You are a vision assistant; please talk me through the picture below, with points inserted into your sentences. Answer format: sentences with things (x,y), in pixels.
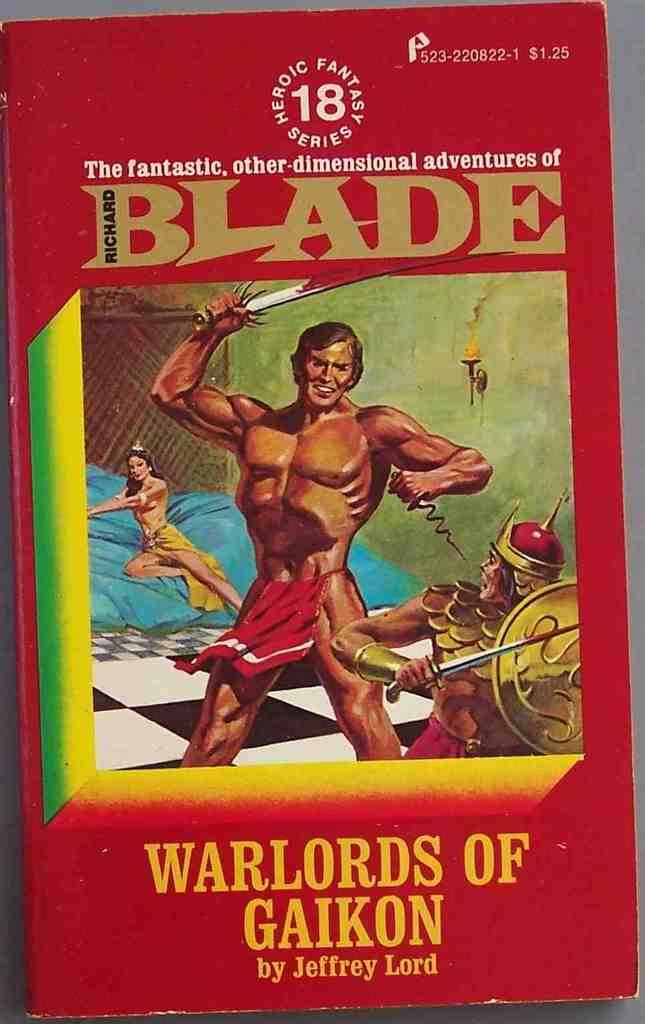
In this image there is a table (631,534) with a book (425,539) on it. The book (366,621) is in red color.
